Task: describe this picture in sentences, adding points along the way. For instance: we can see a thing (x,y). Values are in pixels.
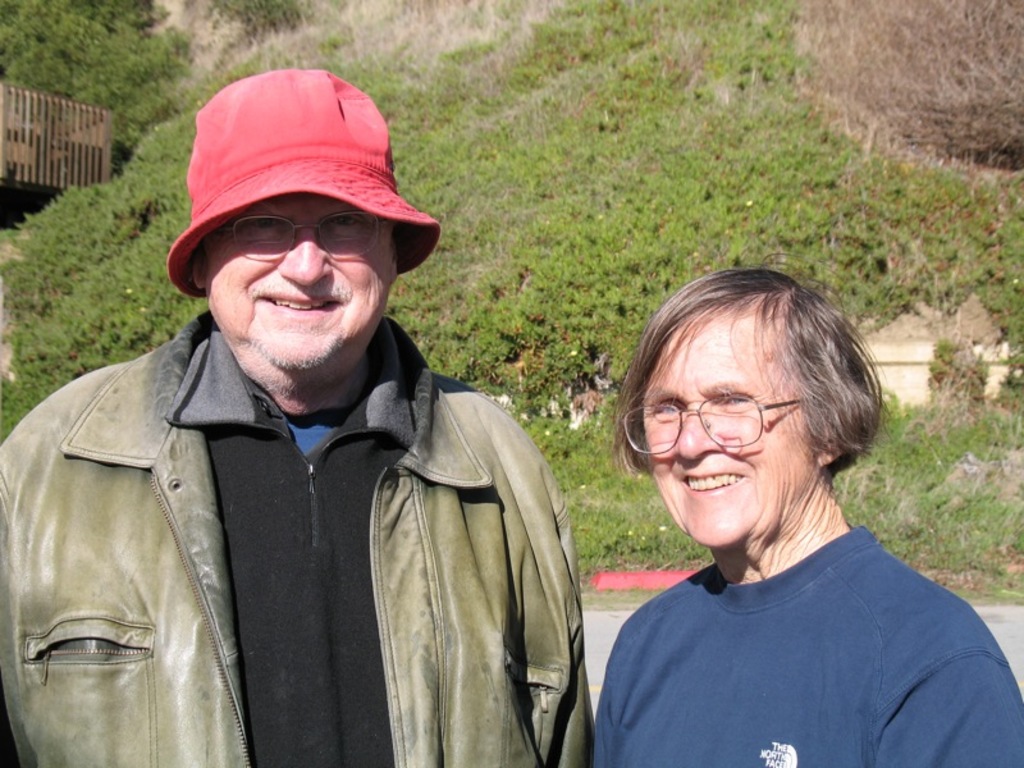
In this image in the foreground (635,416) there is one man (462,401) and one woman (820,645) who are standing and smiling, and in the background (868,260) there are some mountains (492,149) and trees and some grass (615,526).
